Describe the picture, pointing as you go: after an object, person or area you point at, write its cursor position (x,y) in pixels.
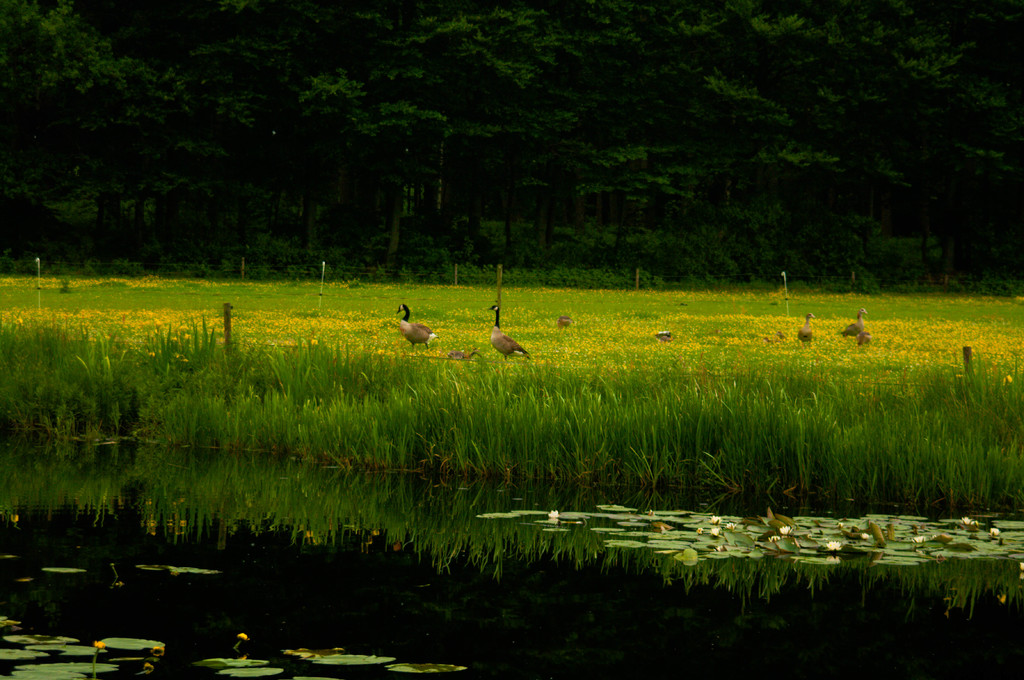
In the foreground of the picture (721,666) I can see the water (802,566) and there are green leaves (17,677) floating on the water (511,567). I can see the green grass (643,340) and birds (669,340). In the background (252,276), I can see the trees (515,268).
